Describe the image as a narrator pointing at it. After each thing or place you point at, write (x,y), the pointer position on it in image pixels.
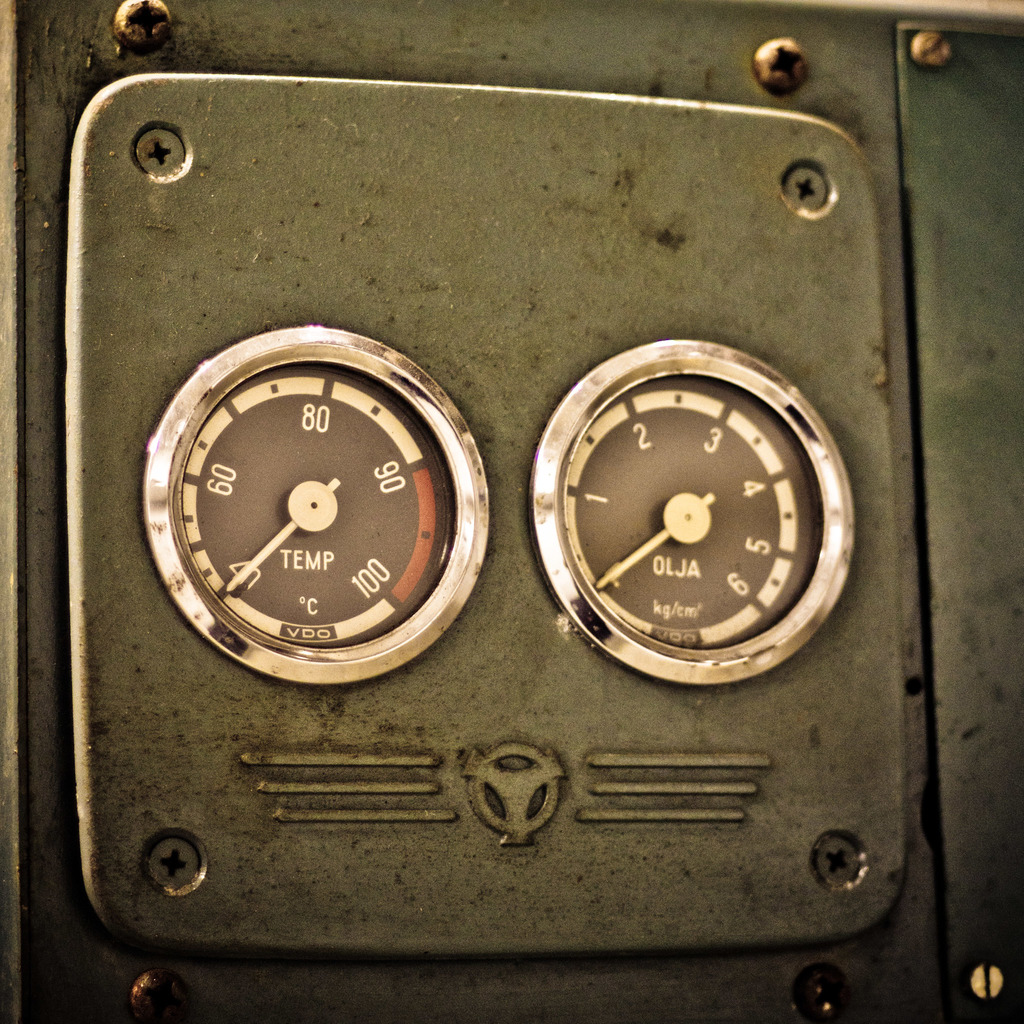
In this image we can see an instrument (574,399) with meter readings (565,496).
